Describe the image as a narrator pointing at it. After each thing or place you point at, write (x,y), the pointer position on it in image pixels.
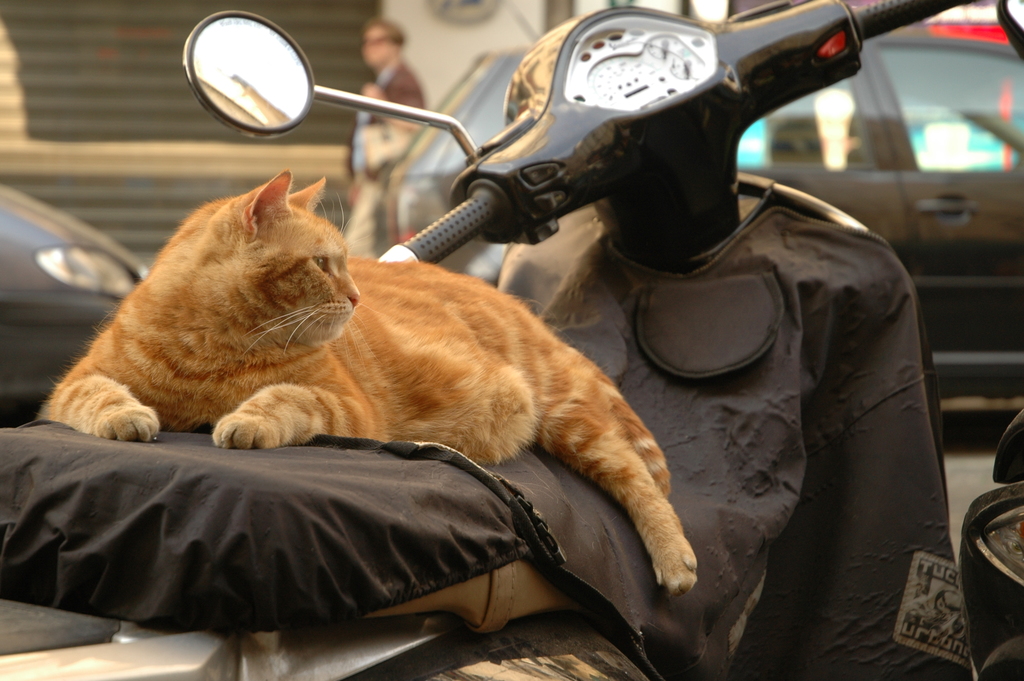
In this picture I can observe a brown color cat (306,309) sitting on the bike (476,589). There is a black color cloth (274,497) on the bike (479,159). I can observe a mirror (293,95) fixed to the bike (455,135). In the background (932,240) there is a car (877,171) moving on the road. I can observe a person (367,146) beside the car (443,194).
